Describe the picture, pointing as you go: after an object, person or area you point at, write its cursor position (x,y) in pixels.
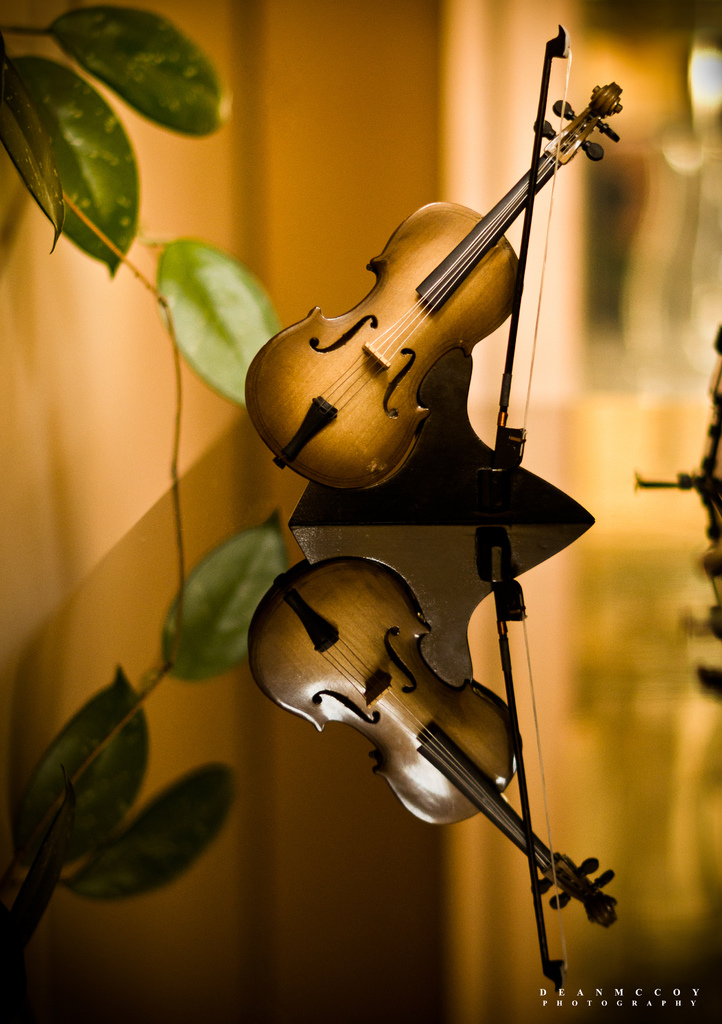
In this picture we can see a violin (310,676) and an object (375,497), here we can see leaves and in the background (578,822) we can see it is blurry, in the bottom right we can see some text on it.
